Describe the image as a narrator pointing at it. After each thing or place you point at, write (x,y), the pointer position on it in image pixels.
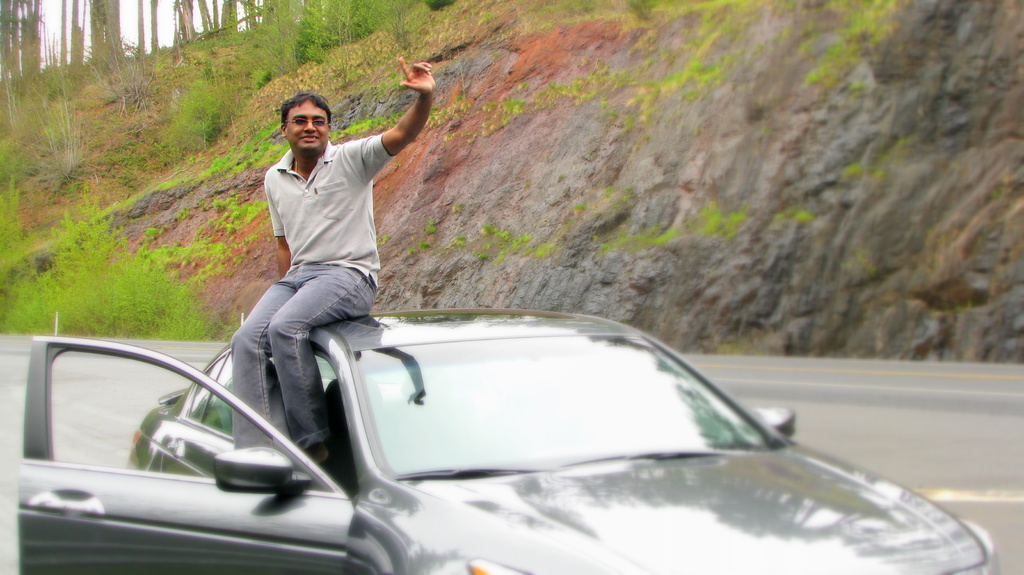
In the image there is a man (340,193) grey t-shirt (336,155) and jeans (291,346) sitting above car (398,490) and behind there is a inclined land (341,131) with plants (165,161) and grass (143,168) on it.
